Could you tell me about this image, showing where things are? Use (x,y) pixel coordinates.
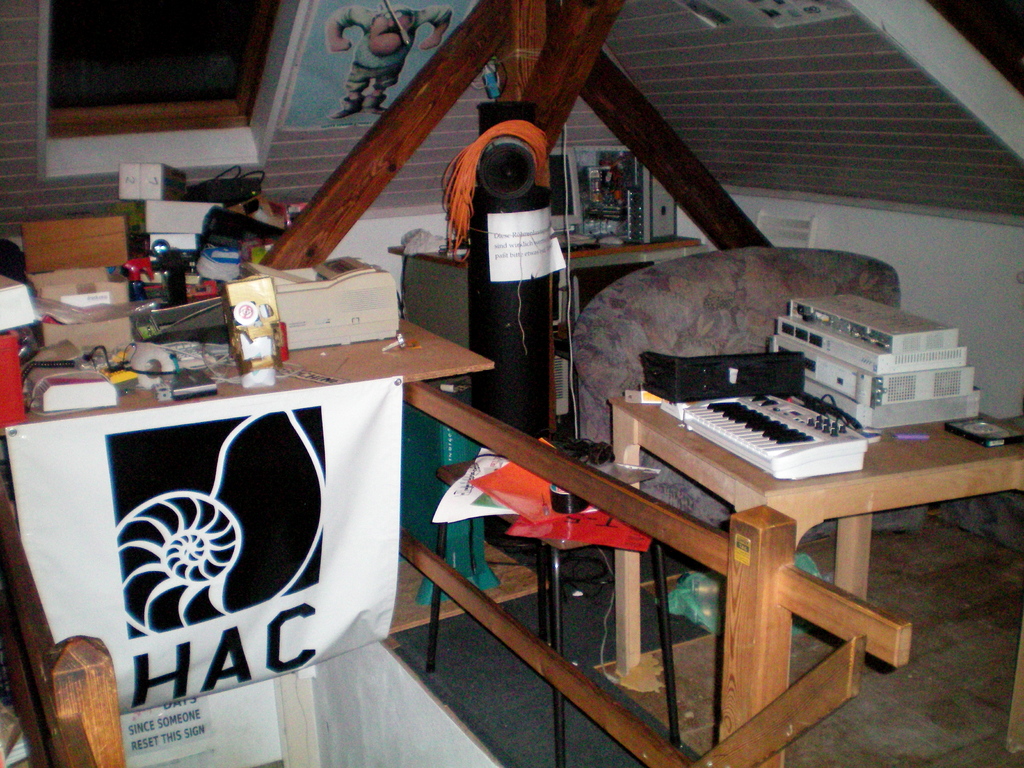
In this image on the right side (912,466) there is a table (873,478), on the table (882,444) there are musical instruments (821,419) and there is a wall (911,281) which is white in colour. In the left side (219,539) there is a banner (213,592) with some text (191,675) written on it and there is a table (254,390) and on the table (281,368) there are boxes (258,284). In the background (565,196) there is a monitor (569,215), there is a CPU (593,203) and there is an object (528,192) which is black in colour and on the object (497,295) there is a poster (516,264) with some text (499,243) written on it and there is a wall (344,143) in the background (380,81) and on the wall (672,16) there are frames (397,56) for posters (353,57).
